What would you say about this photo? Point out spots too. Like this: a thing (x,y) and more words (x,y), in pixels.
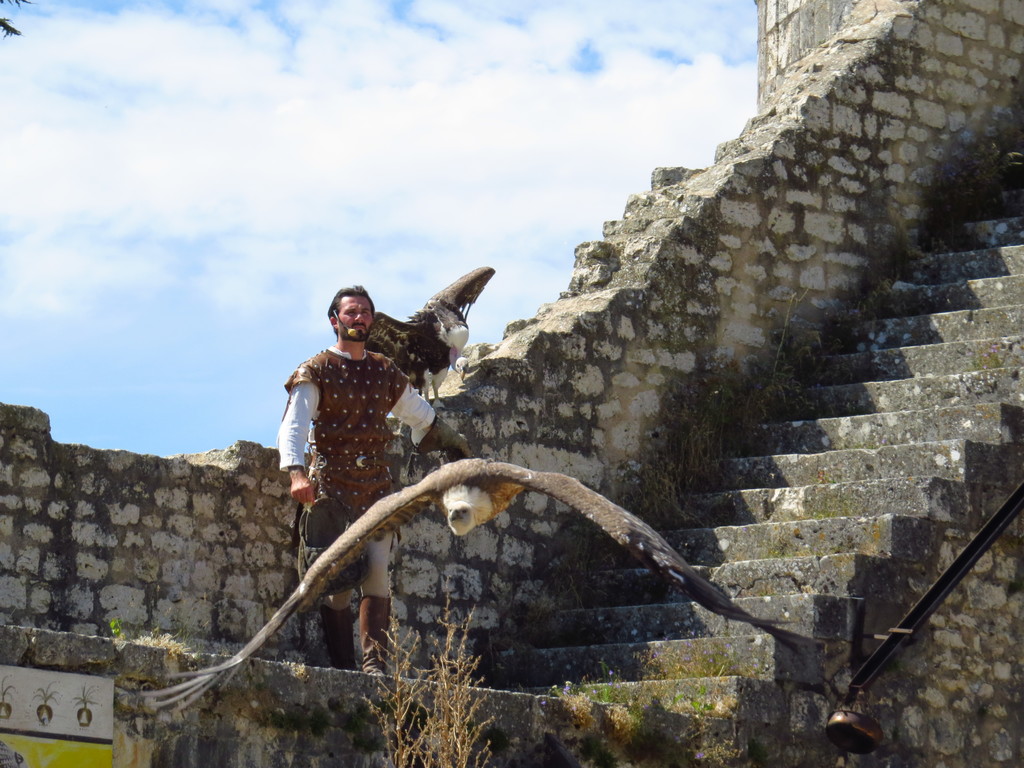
In this picture we can see person (318,402) is standing on the building (403,579), beside we can see some stair cases (722,460) and birds (490,480).
